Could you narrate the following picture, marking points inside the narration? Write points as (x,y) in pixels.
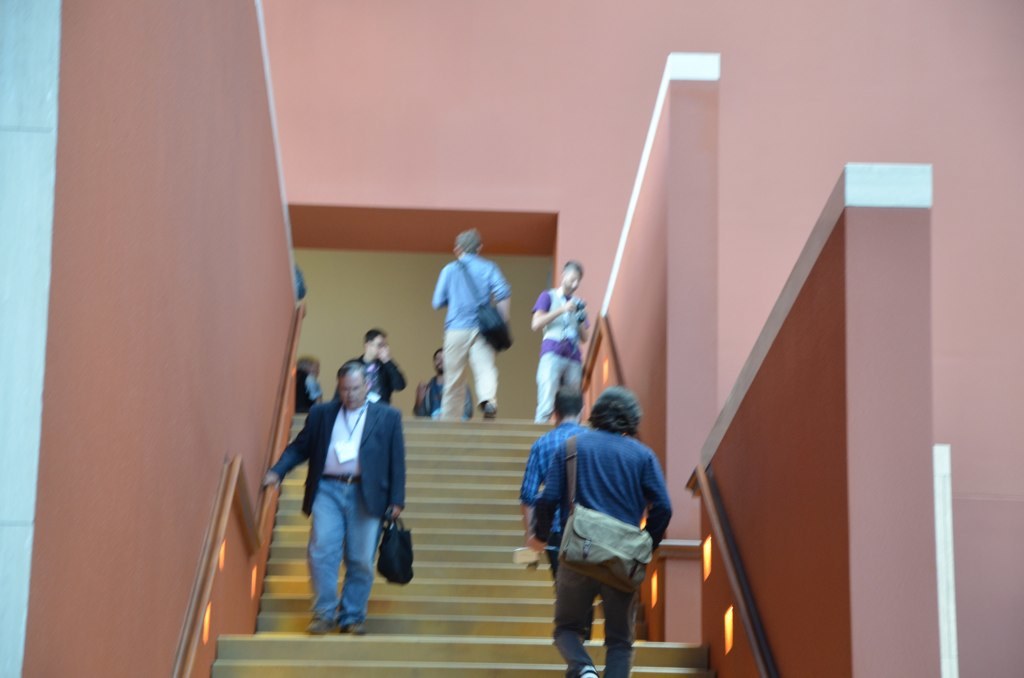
In the center of the image (433,393) there are stairs (479,559) and we can see people (476,360) climbing stairs (418,475). In the background (474,227) there is a wall (522,204).
